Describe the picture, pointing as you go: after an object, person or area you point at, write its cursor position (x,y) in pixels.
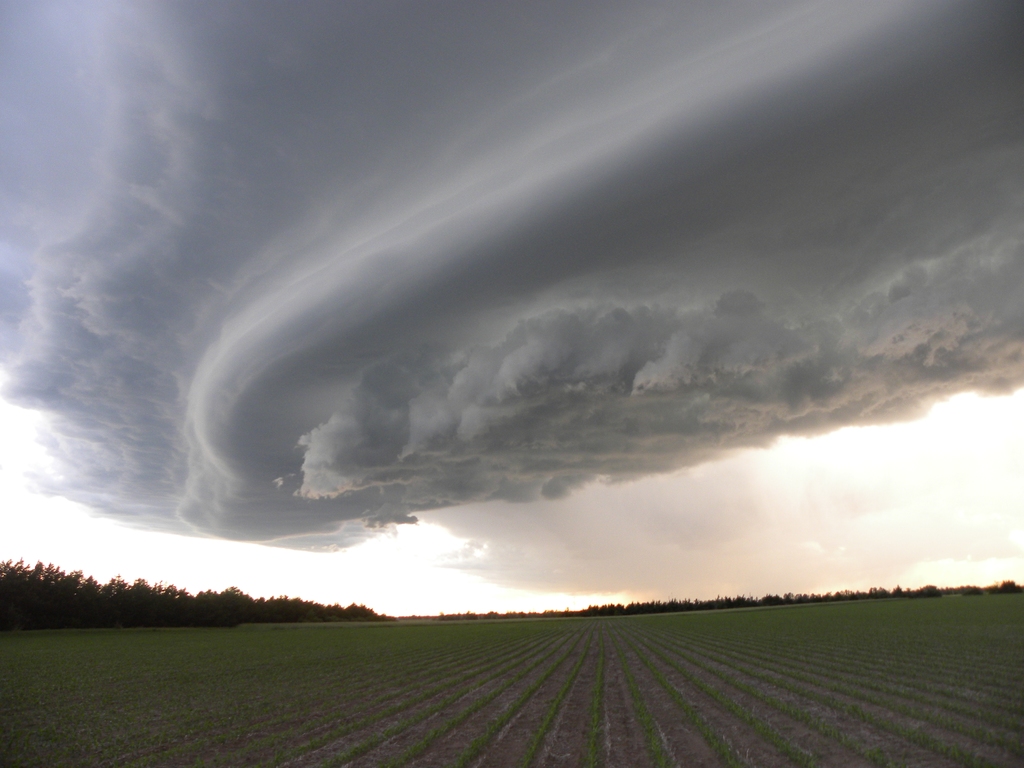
In this image, there is an outside view. There are clouds (519,360) in the sky (640,514). There is a field (506,703) at the bottom of the image (439,730).
